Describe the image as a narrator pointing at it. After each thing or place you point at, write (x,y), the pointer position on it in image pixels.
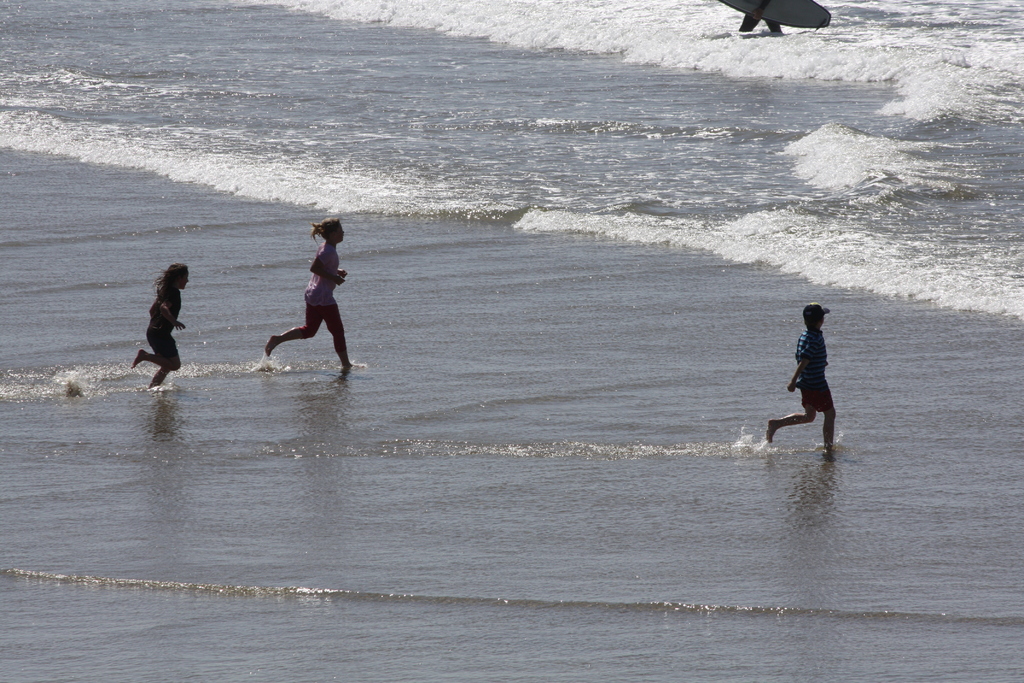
In this image we can see three persons (808,360) running in the water (724,270) and a person (764,14) is holding a surfboard (808,21).
